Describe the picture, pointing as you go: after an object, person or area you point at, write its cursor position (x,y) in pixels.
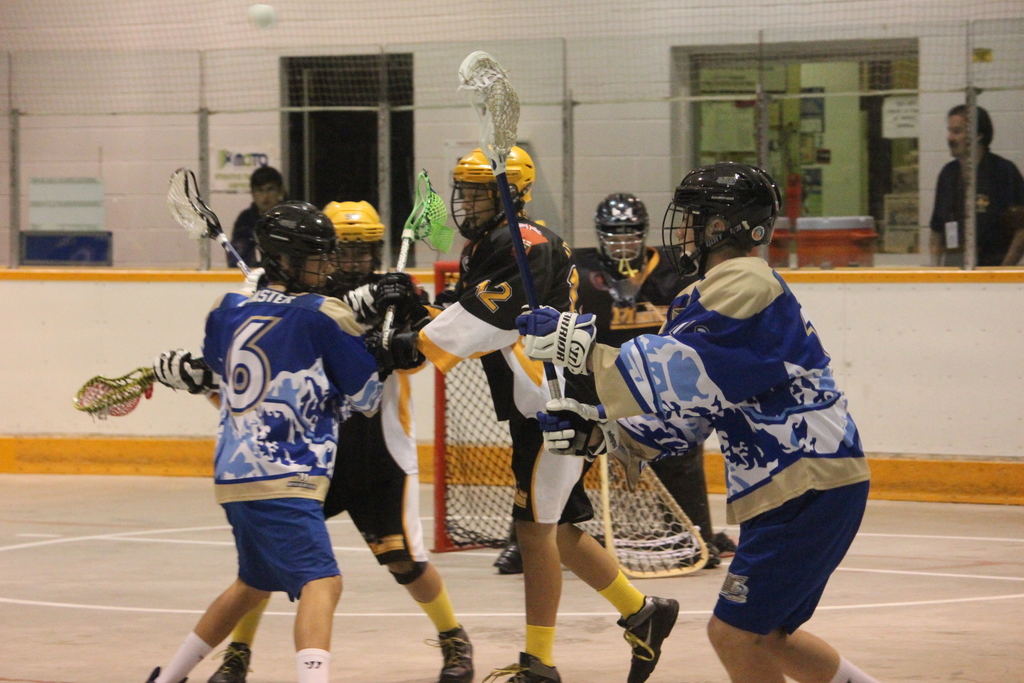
In this image I can see few people (364,366) wearing t-shirts (314,324), helmets (280,266) on their heads (314,230), holding bats (557,394) in the hands (557,438) and playing a game. In the background (910,408) there is a wall (892,363) and a net fencing (641,60) on it. Behind there are two persons (964,194) standing and also I can see a wall (130,161).
